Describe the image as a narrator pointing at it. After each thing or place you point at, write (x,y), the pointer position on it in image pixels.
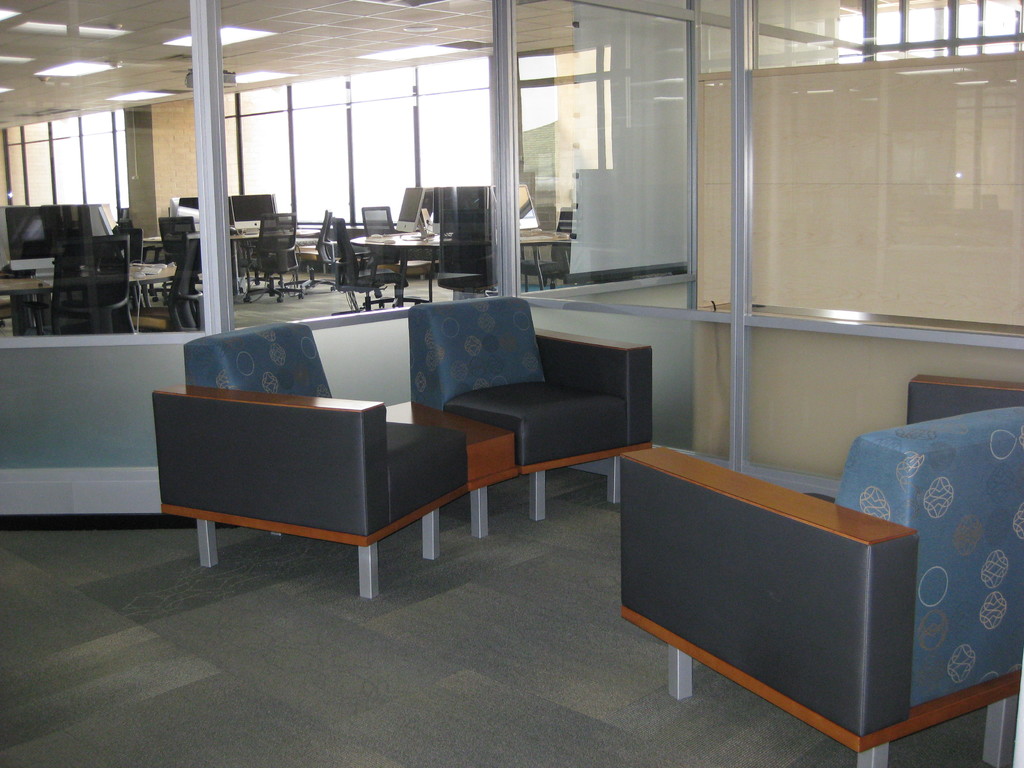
This is the picture taken in a office (460,205), there are chairs (898,658) and tables (495,449) on the floor (442,556). Background of the chair (277,350) is a glass window (296,297).
